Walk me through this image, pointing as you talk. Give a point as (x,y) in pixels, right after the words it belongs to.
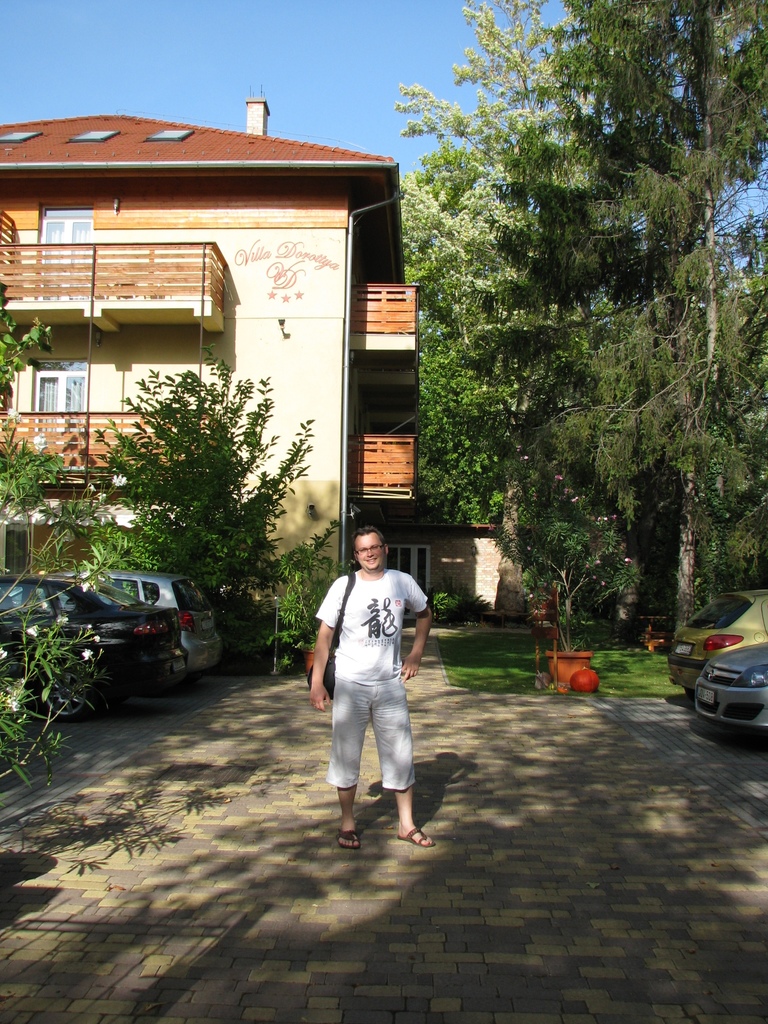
In this picture there is a person (341,580) standing and smiling. At the back (756,705) there are vehicles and trees (712,307) and there are plants (579,522) in the pots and there is a building (302,234) and there is a text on the building (272,312). At the top (316,57) there is sky (321,41). At the bottom (497,939) there are tiles (449,755) and there is grass (662,665).
